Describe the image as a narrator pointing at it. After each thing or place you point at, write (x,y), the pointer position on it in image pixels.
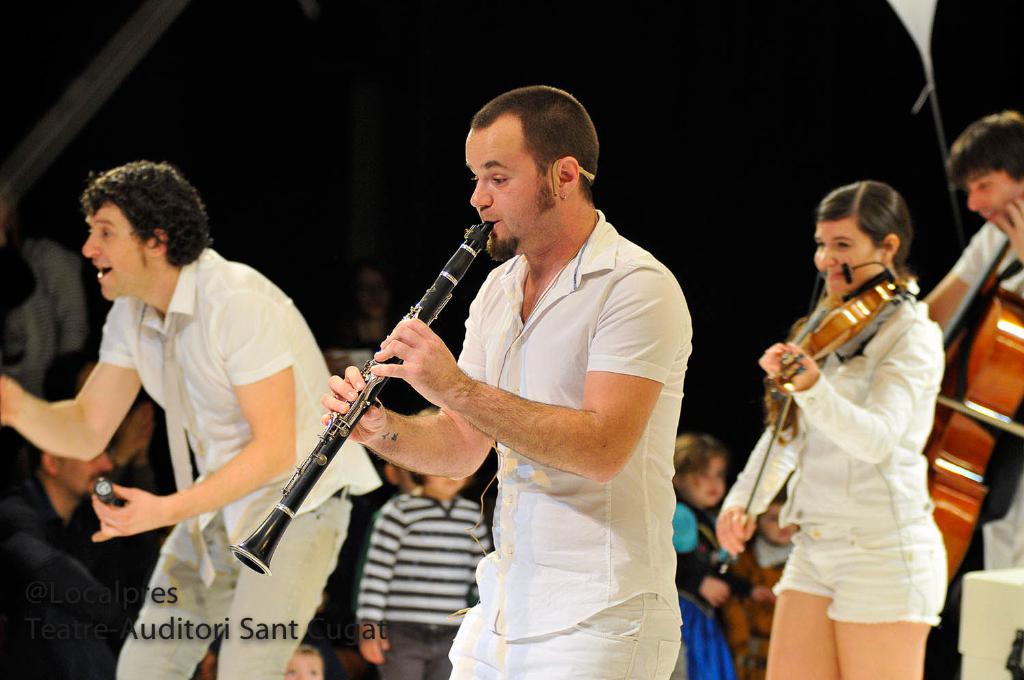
This 3 persons (930,317) are playing a musical instruments (377,380). This person (265,418) is holding a mic (101,501). Far the other persons (772,537) are standing.
